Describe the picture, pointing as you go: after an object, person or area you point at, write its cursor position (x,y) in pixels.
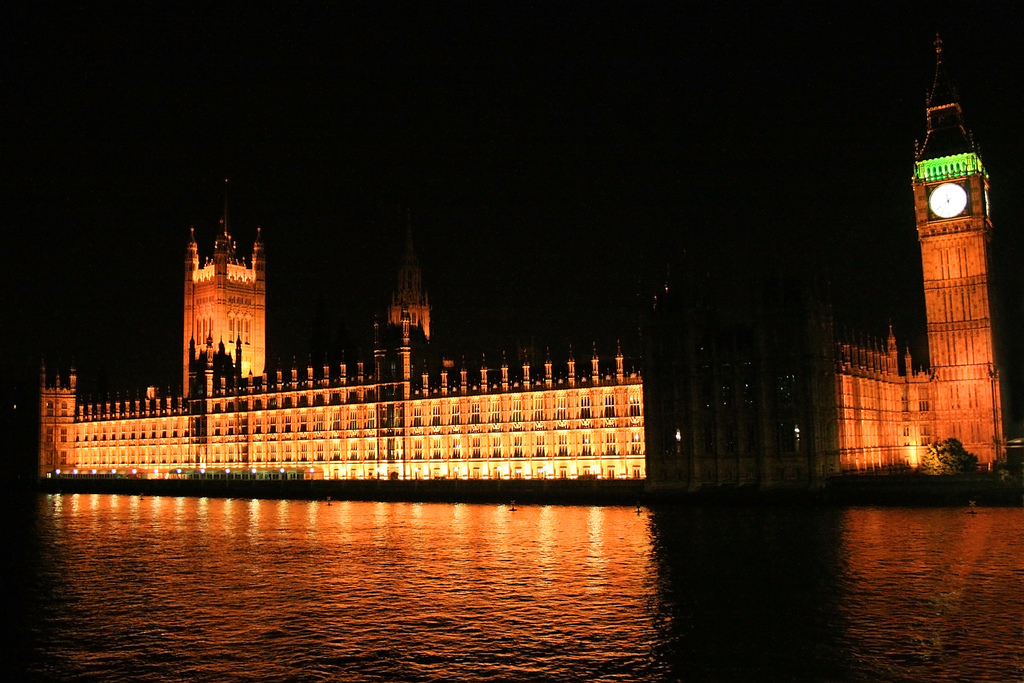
In this image we can see a building (779,416) with a clock (947,206). At the bottom of the image (697,541), we can see water (872,599). There is a plant (962,463) on the right side of the image (956,462).
